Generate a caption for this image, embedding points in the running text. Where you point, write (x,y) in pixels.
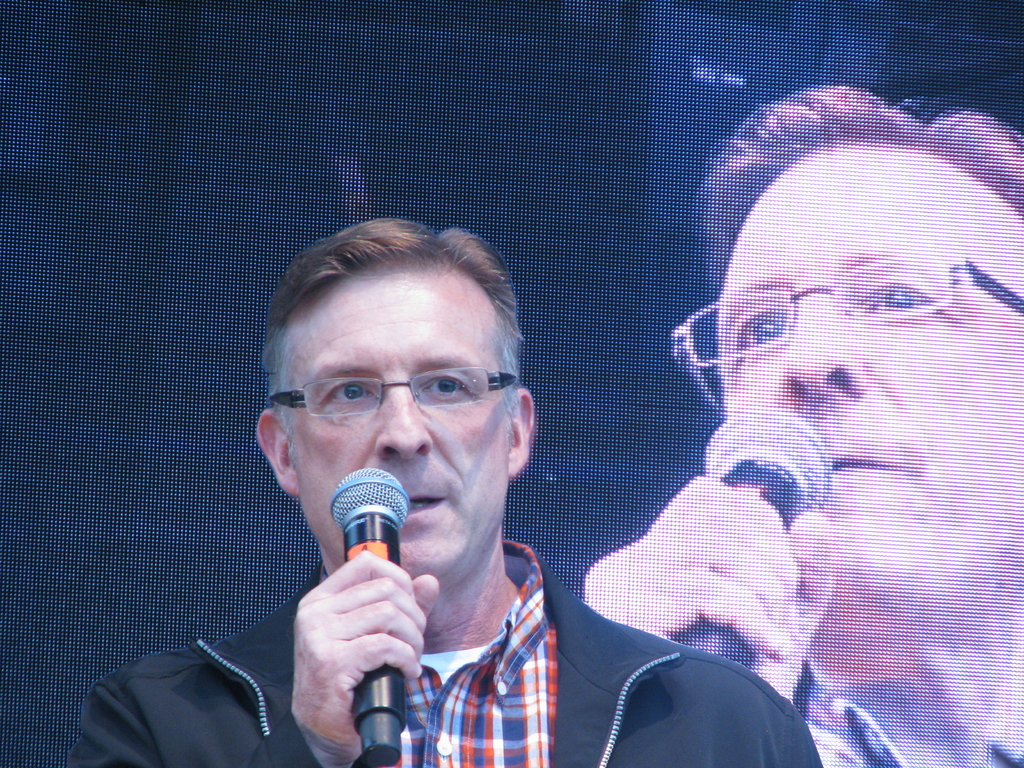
In this image, In the middle (461,486) there is a man (635,643) standing and he is holding a microphone (367,721) which is in black color he is speaking in the microphone (390,510), In the background (249,96) there is a black color curtain (494,149) on that curtain (584,111) there is a projection (750,450) of the man (911,363).
